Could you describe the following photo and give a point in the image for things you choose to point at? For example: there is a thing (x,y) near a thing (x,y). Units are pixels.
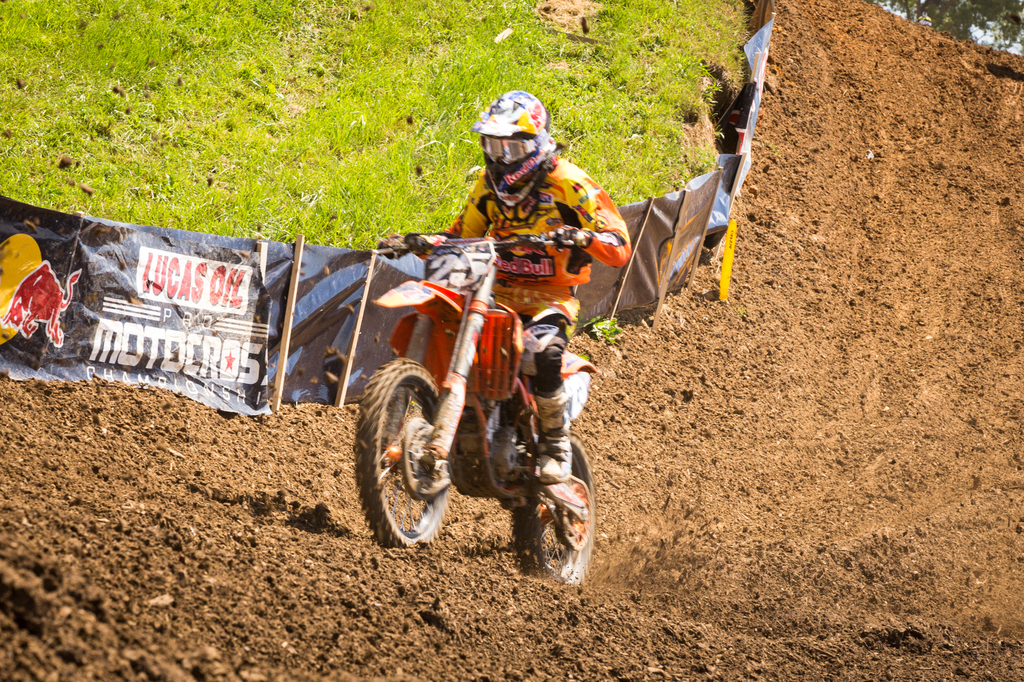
In the picture we can see a person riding a bike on the mud surface (493,533) and the person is in sports wear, helmet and beside the mud surface (230,617), we can see a wall (4,263) and behind it we can see the grass surface (417,220).
